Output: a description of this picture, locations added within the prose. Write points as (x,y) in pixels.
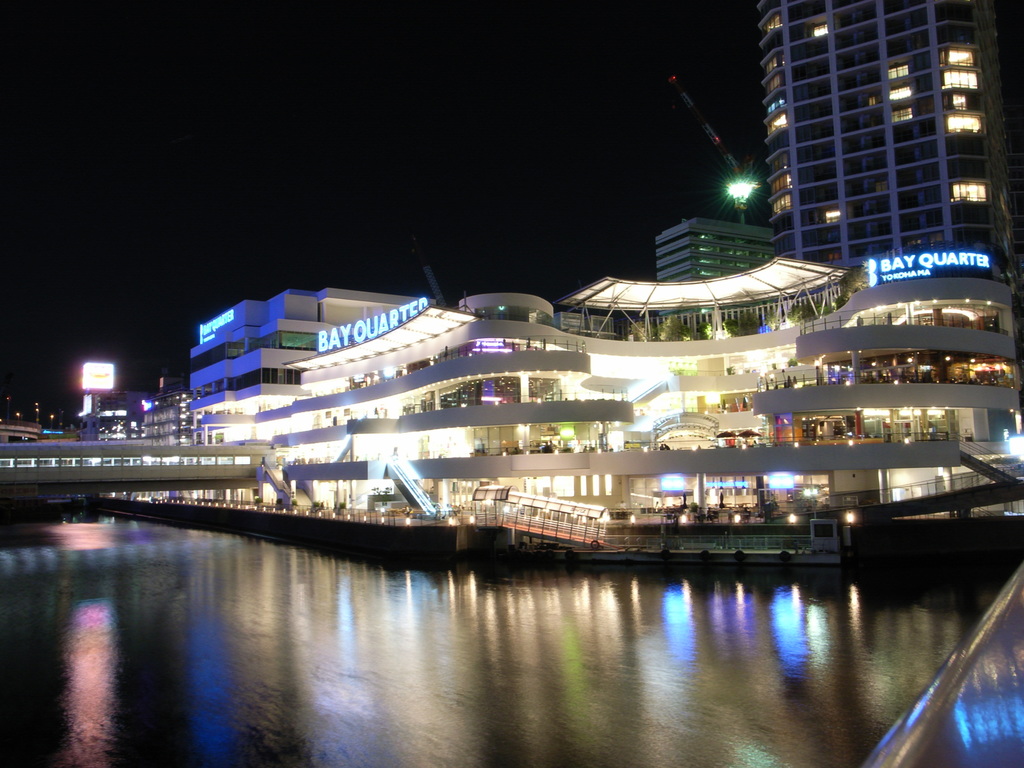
These are the buildings (737,316) with the windows (575,438) and lights (557,451). This looks like the water (255,584) flowing. I think this is a bridge (115,488). This is a name board (356,327), which is at the top of the building (280,337). This looks like a tower crane (754,187).
